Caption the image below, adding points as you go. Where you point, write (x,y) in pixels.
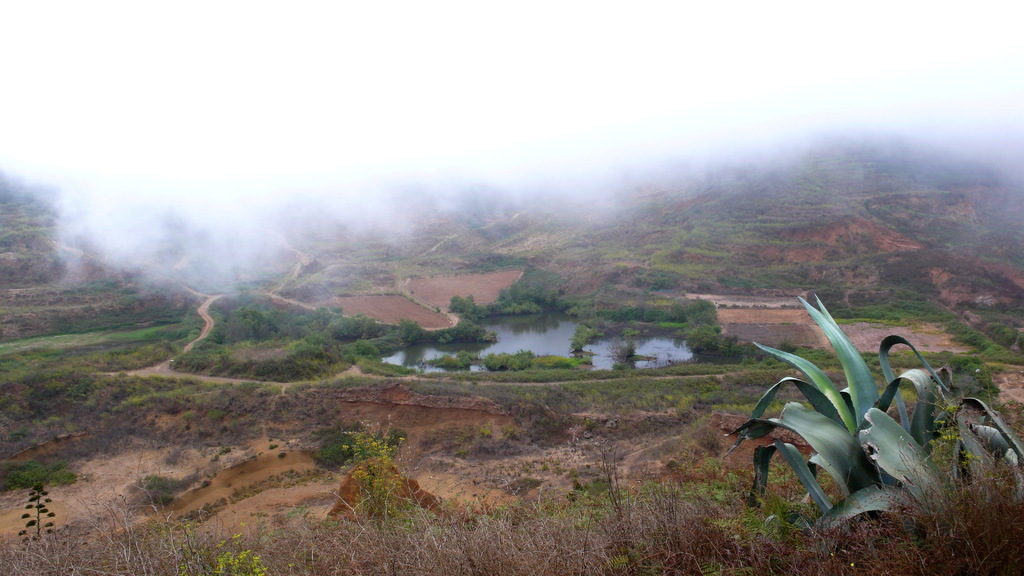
In this image we can see a water body (418,358), a group of trees (657,322), plants (833,419), grass (413,371) and the pathway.
